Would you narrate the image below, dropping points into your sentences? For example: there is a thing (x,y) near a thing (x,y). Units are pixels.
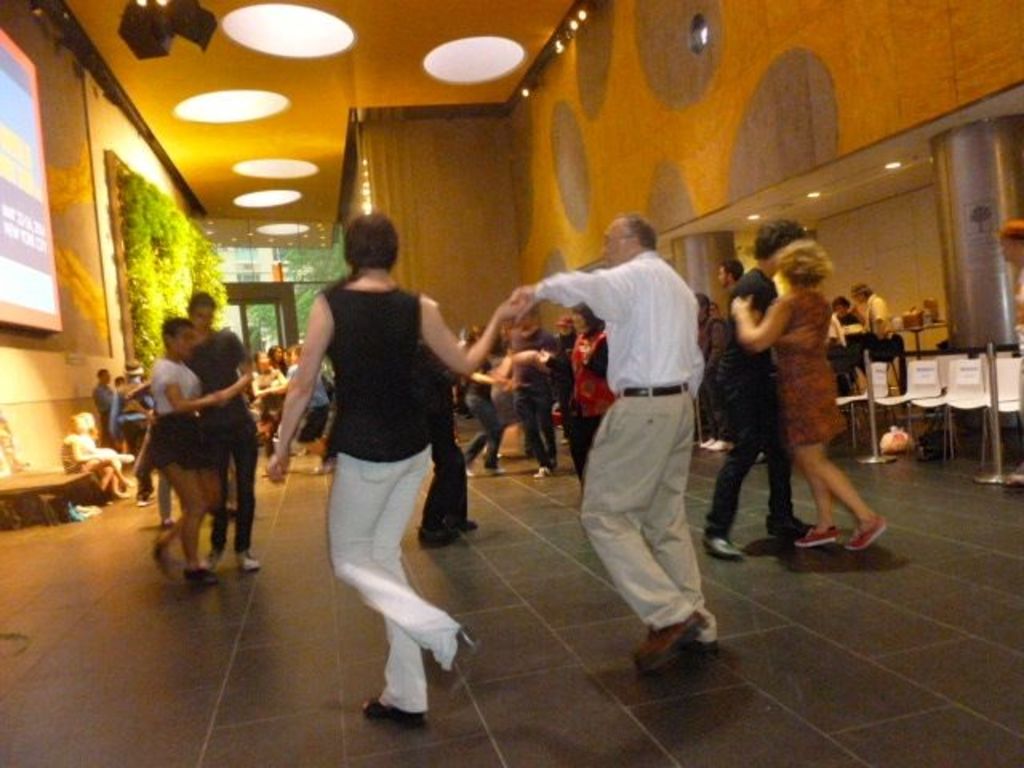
In the picture we can see some people (803,328) are dancing on the floor (438,686), and besides to it, we can see some people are standing near the desks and in the wall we can see a screen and some plant decorations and in the background (262,376), we can see some people (281,353) are sitting on the chairs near the tables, and to the ceiling (256,138) we can see some lights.
